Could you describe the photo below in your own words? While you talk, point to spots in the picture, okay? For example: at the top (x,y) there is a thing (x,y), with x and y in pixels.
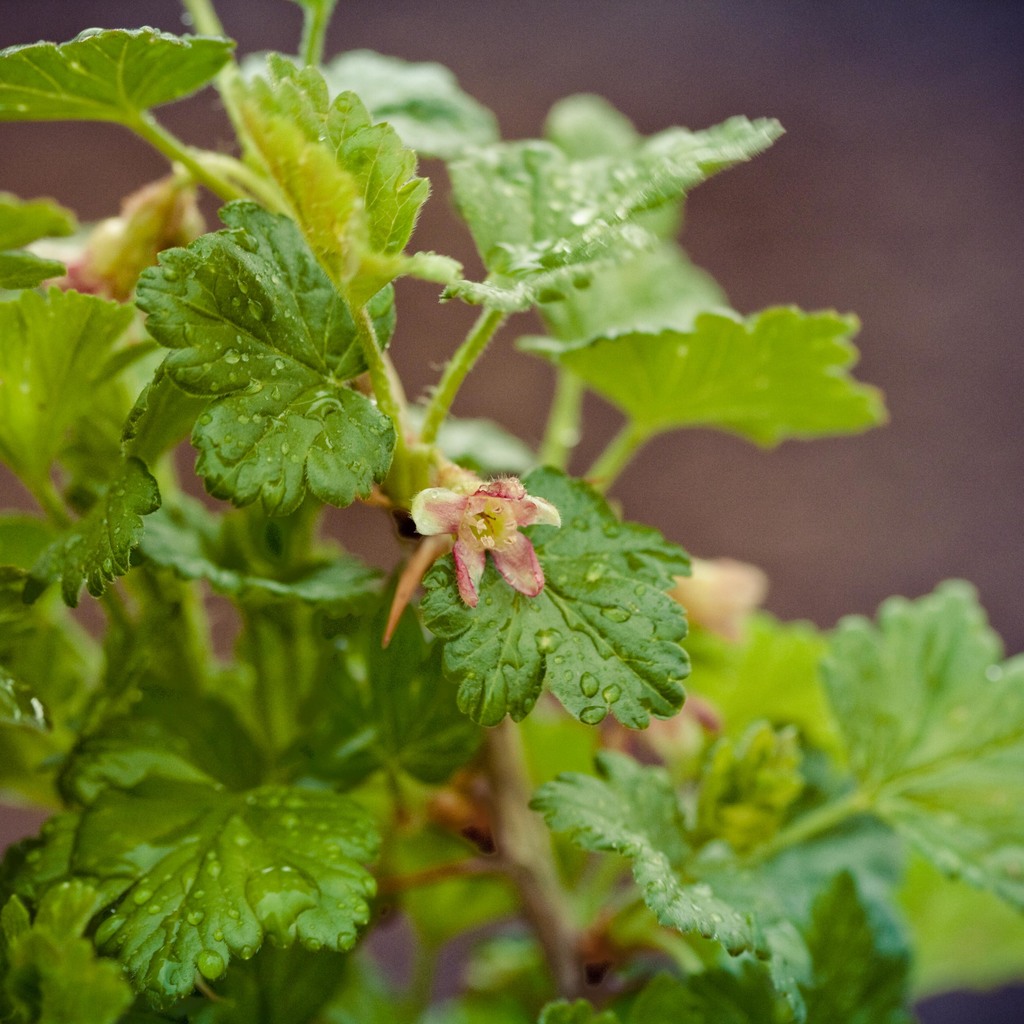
In this picture, we can see a plant (637,351) with flowers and we can see the background (832,272) is blurred.
